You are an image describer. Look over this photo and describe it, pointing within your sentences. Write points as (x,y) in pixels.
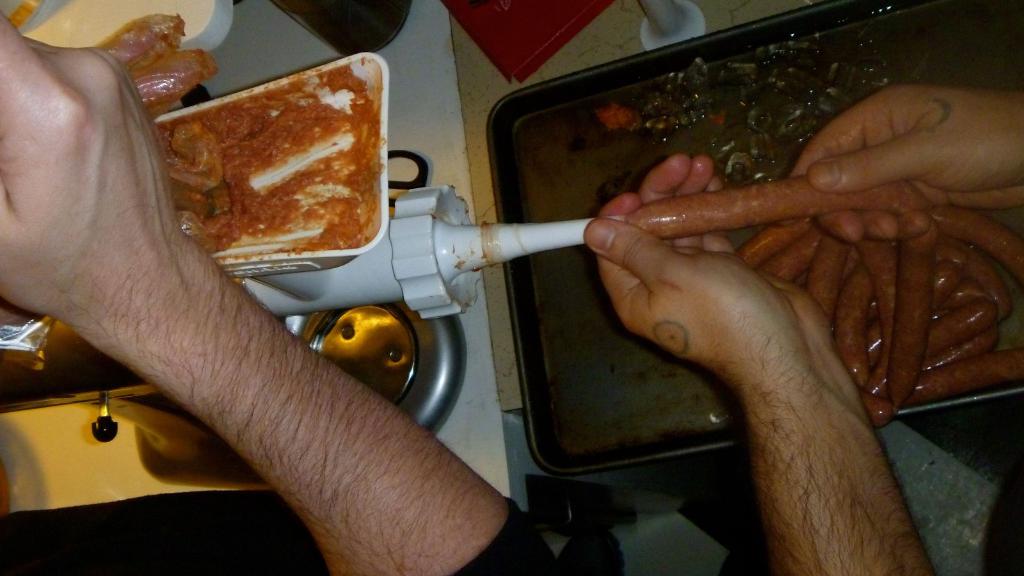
In this image, on the right side (983,152), we can see hand (890,156) of a person (806,350) holding something. In the middle of the image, we can also see other person hand (414,533). In the background (366,277), we can see a table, on that table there is a tray (596,138) with some food (959,303) and a machine (387,185), mixer (384,187) with some food item (303,206).
